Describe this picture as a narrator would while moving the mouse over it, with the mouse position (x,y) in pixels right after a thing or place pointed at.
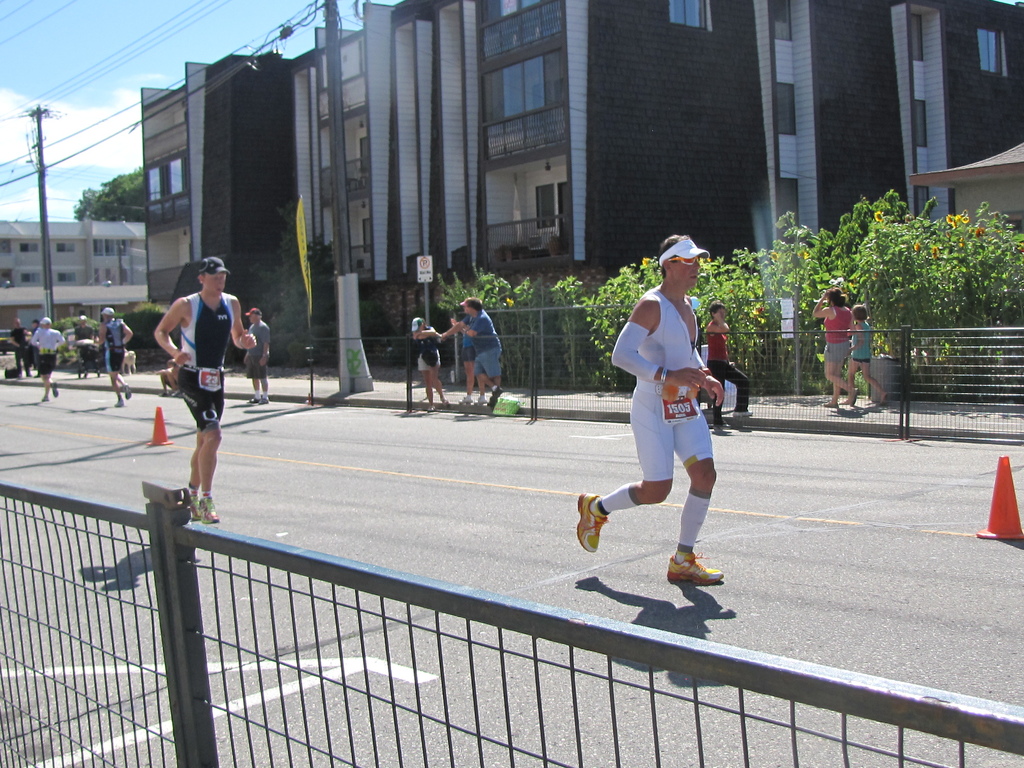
In this image, we can see persons (645,356) wearing clothes (52,330). There are divider cones (157,440) on the road (148,430). There are grills (901,398) at the bottom (745,697) and on the right side of the image (787,378). There are poles (336,195) in front of buildings (243,213). There are plants (731,281) on the right side of the image (937,283). There is a sky (107,78) in the top left of the image (102,58).
